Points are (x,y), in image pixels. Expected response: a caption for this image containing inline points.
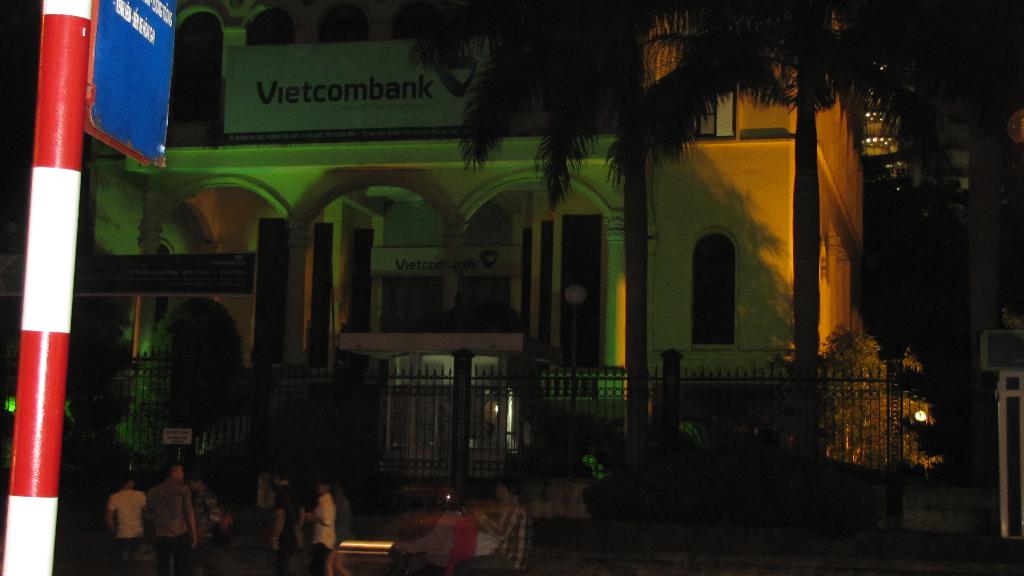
In this image, there are trees (804,232) in front of the building (513,225). There is a fencing (403,417) and some persons (277,538) at the bottom of the image (460,553). There is a sign board (103,69) on the left side of the image (107,95).
